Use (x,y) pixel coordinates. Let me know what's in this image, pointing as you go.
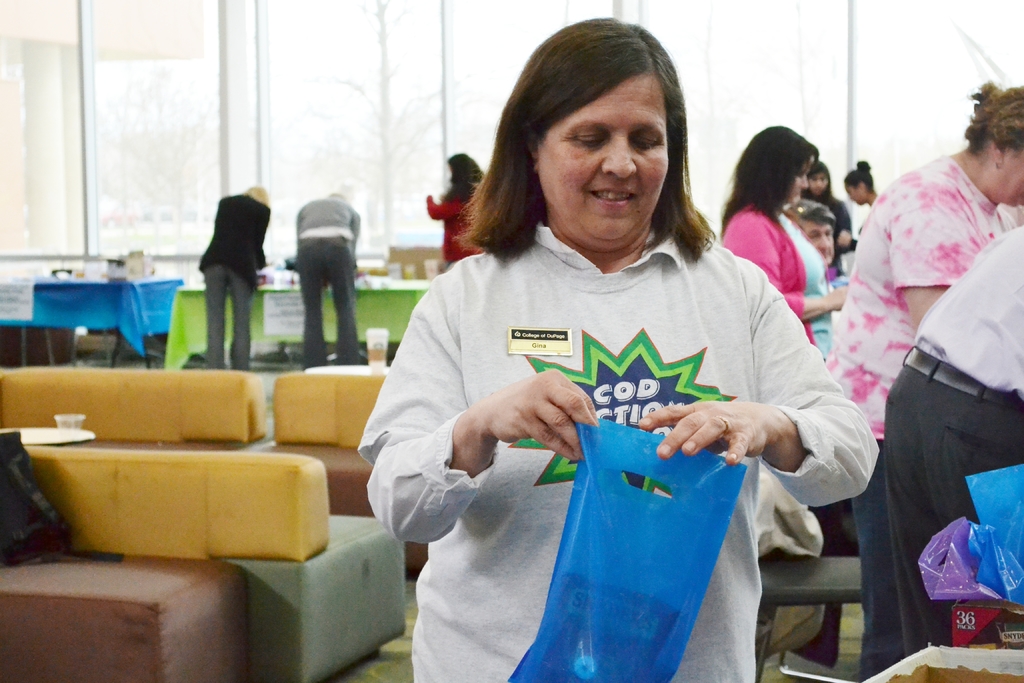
Front this woman (577,261) is holding a plastic bag (697,484). Background (102,301) we can see people (959,290), tables (399,298), glass windows (151,130), couches (312,504), plastic bags (976,556) and things (14,437). To that tables (128,301) there are posters (276,315).
